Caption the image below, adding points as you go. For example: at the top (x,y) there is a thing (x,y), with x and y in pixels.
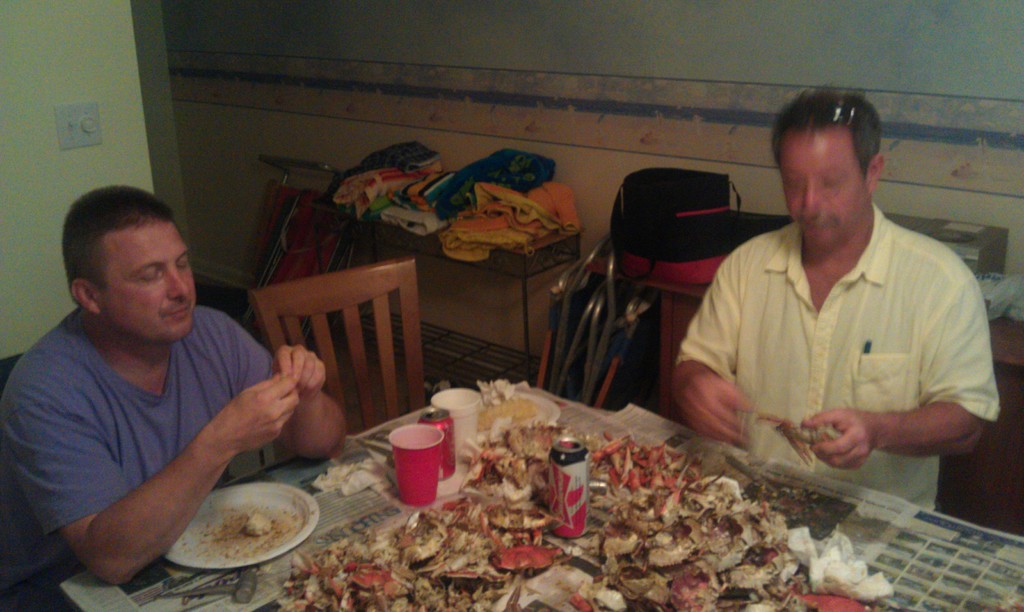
In the foreground of this image (177,357), there are two persons (748,350) one in yellow color and another in blue. They are sitting near a table (620,508) on which tins (578,455), cups (411,452), and garbage (747,567) is placed on it. In the background (756,59), there is wall (715,68), folding chairs (612,290), clothes (488,204) on table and a switch board (89,122).
